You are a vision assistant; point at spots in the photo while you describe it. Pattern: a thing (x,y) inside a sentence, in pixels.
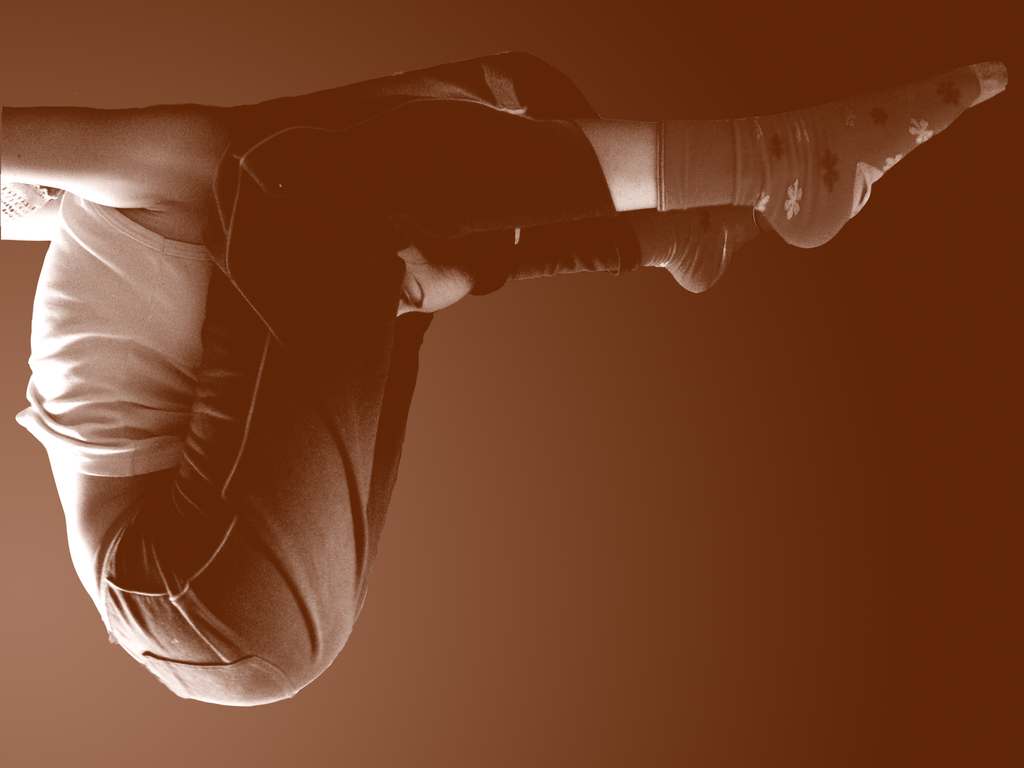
In the center of the image (667,262) we can see one woman (320,343) doing exercise. And we can see she is in white color t shirt (154,393). In the background (599,429) we can see it is blurred.
